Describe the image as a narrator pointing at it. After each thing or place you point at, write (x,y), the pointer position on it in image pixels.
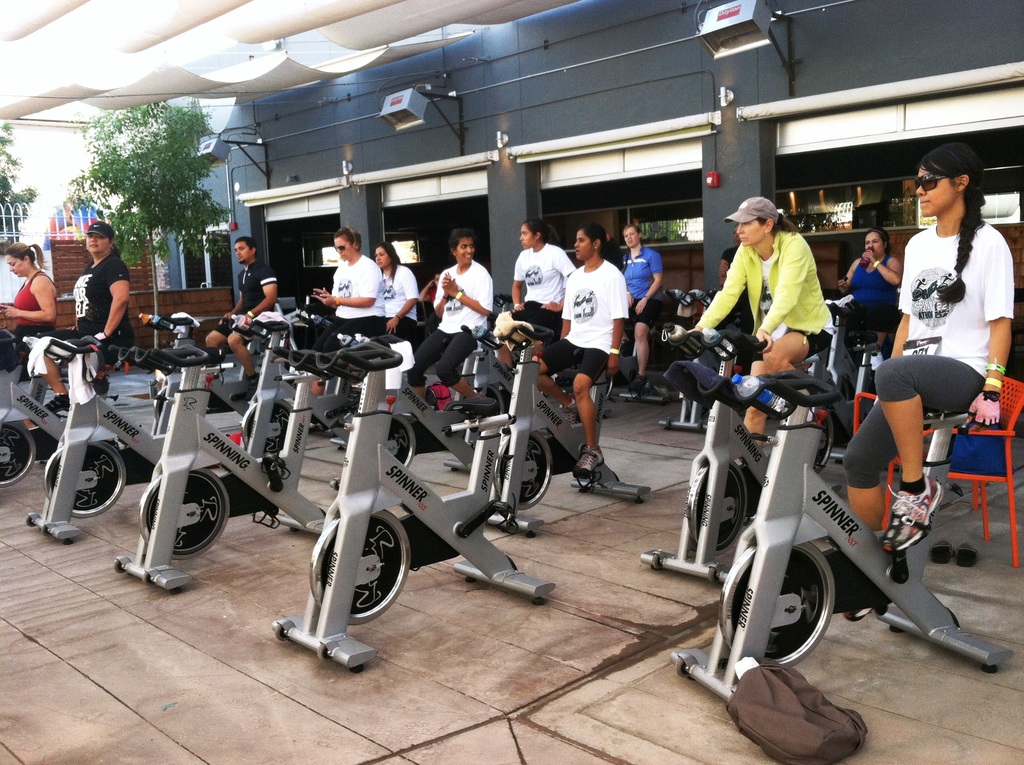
In this image I can see there are exercise cycles (485,479). Few people (546,361) are doing workout on them, they wore white color t-shirts (930,333), at the bottom (830,729) there is the bag (761,740). On the left side (168,200) there is a tree (93,195).
